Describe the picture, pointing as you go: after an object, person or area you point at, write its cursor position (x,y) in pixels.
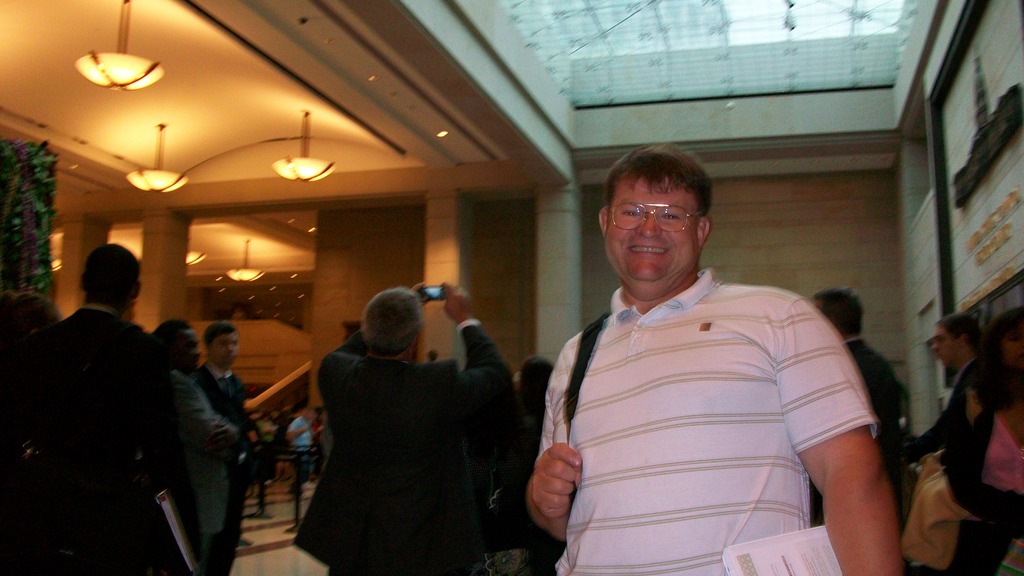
In front of the image there is a man (676,455) with spectacles (629,213). He is standing and smiling. And also he is holding a book (767,563) in his hand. Behind him there are few people (956,466) standing. There is a man (413,334) holding a camera (437,289) in his hand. In the background (329,292) there are walls (825,181), pillars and some other things (1000,105). At the top of the image (298,90) there is a ceiling (250,77) with lights (118,62) and also there is a glass roof (641,15).
